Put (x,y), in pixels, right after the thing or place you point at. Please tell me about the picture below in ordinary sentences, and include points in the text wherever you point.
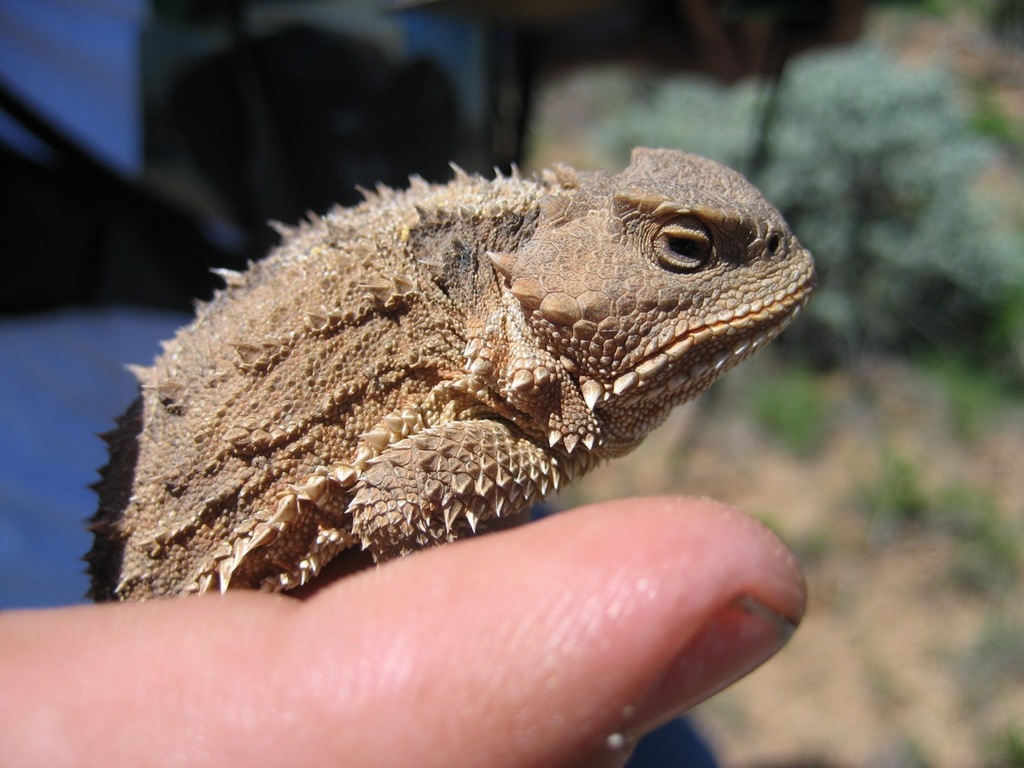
In this image there is a horned lizard (518,412) sitting on the hand (407,634) of person (420,624).
